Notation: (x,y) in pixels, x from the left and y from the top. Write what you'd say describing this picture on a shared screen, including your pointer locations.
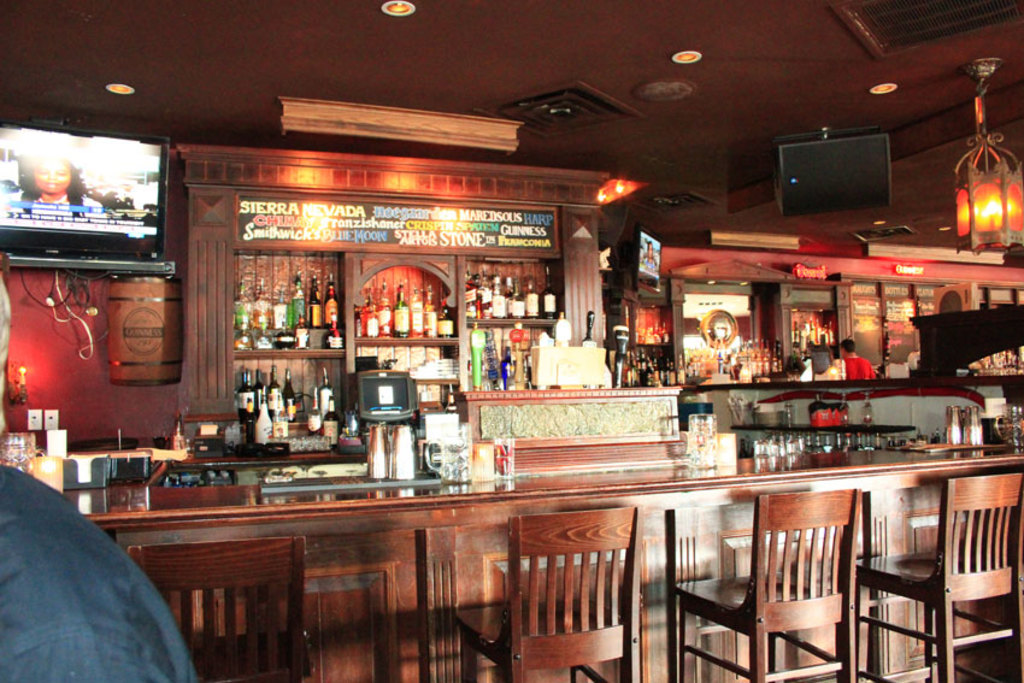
In the picture we can see a club (476,568) with a table (118,495) and chairs (172,581) near it and on the table (423,647), we can see some glasses (1003,437) and in the background (280,315), we can see some racks (458,251) with wine bottles (429,306) and besides, we can see a person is standing near the racks (753,314) and we can also see a television (146,151) and to the ceiling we can see some lights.
